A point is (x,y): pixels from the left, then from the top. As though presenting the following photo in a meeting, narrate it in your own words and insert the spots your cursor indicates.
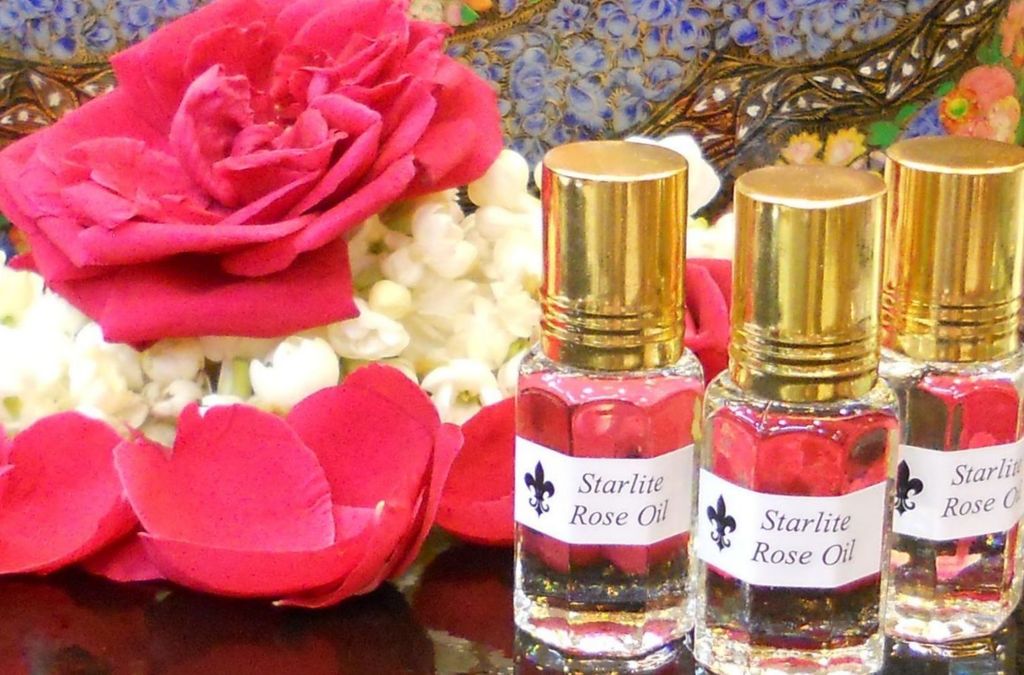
In this picture we can see couple of bottles (643,303) and flowers (286,305).
